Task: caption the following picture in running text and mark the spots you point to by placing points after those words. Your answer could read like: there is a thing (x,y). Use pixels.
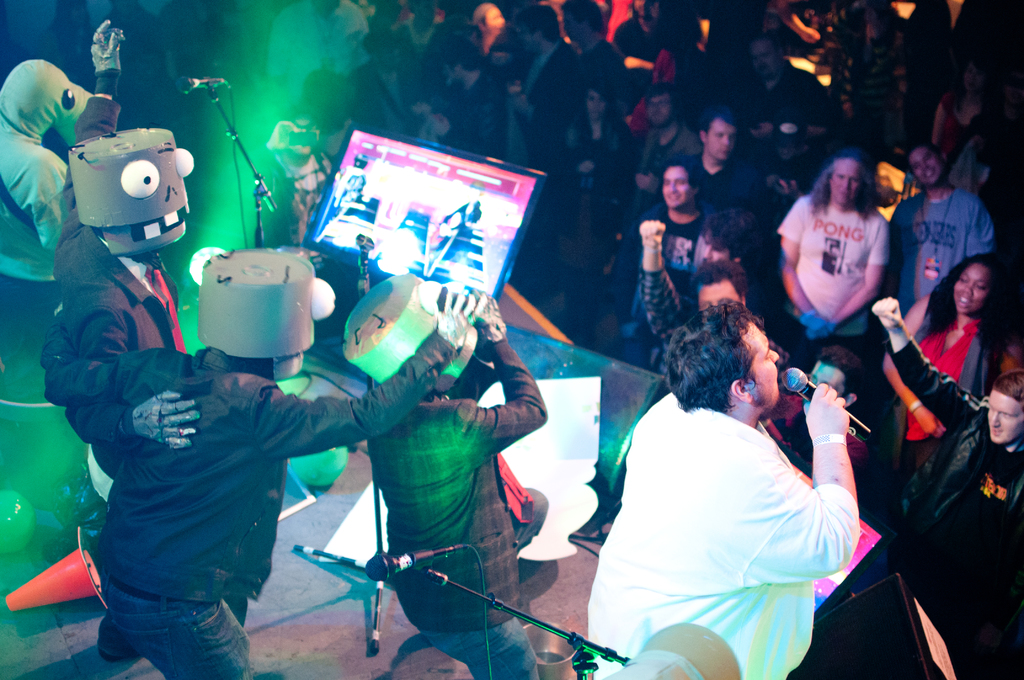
In this image I can see a crowd (958,455) on the floor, musical instruments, mike's (392,562), monitor (472,193), focus lights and a group of people (444,481) on the stage (575,570). This image is taken may be during night.
